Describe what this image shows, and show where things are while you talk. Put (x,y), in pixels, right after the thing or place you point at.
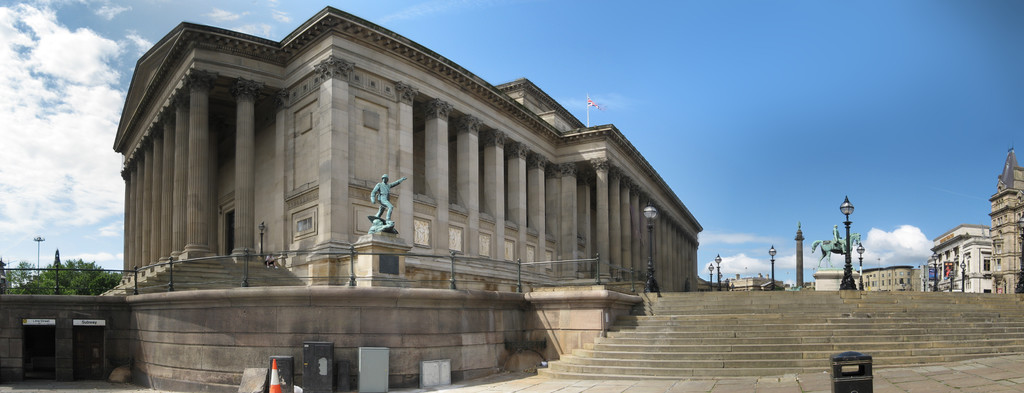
In this image I can see number of buildings (980,257), poles (846,270), lights (849,248), few trees (79,274), a traffic cone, few sculptures (833,233), stairs (882,301) and in the background (712,234) I can see a flag (588,102), clouds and sky (741,90).
